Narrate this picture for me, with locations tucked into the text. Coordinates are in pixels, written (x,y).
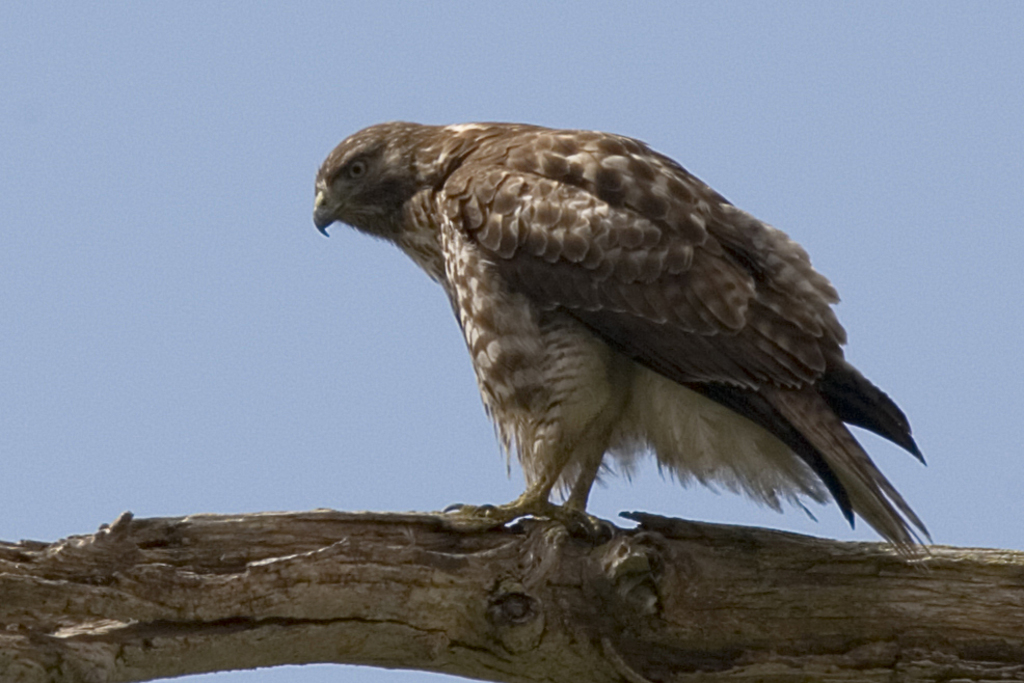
This is the picture of a bird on a wooden bark (542,602).
